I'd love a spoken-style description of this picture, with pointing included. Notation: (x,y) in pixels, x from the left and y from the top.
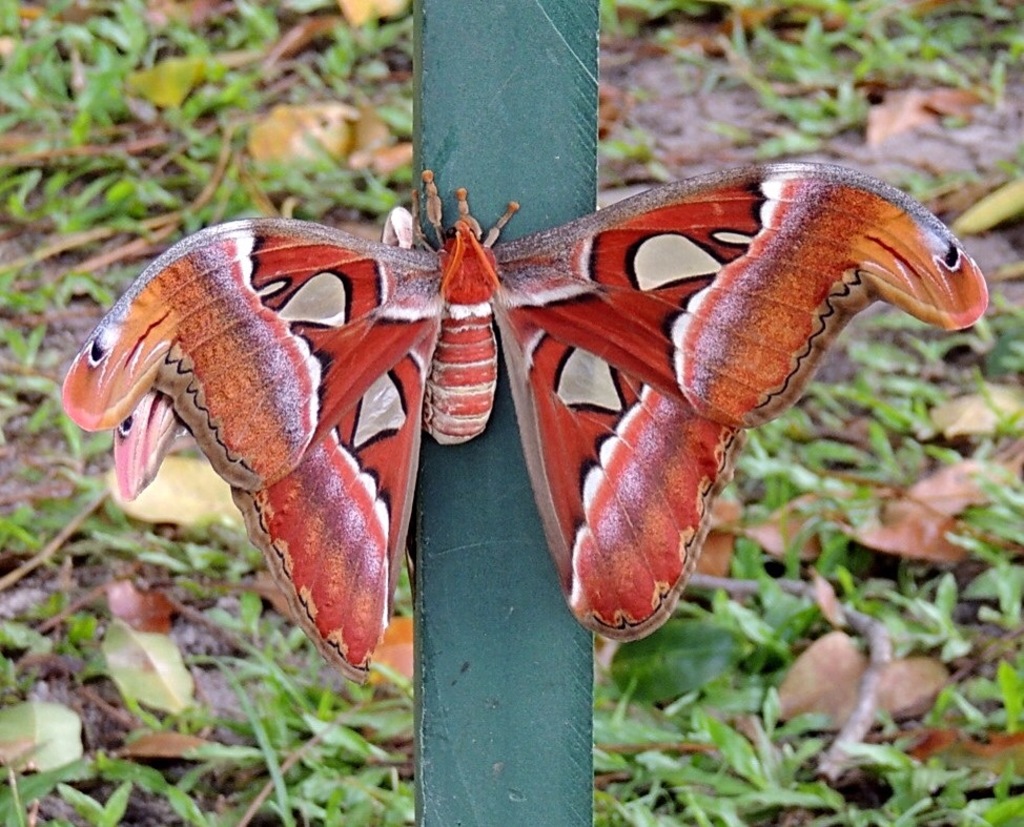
Here I can see a moth (572,365) on a stick (487,540). At the bottom (671,765) I can see a few leaves (721,707) and sticks (864,617) on the ground (772,747).
